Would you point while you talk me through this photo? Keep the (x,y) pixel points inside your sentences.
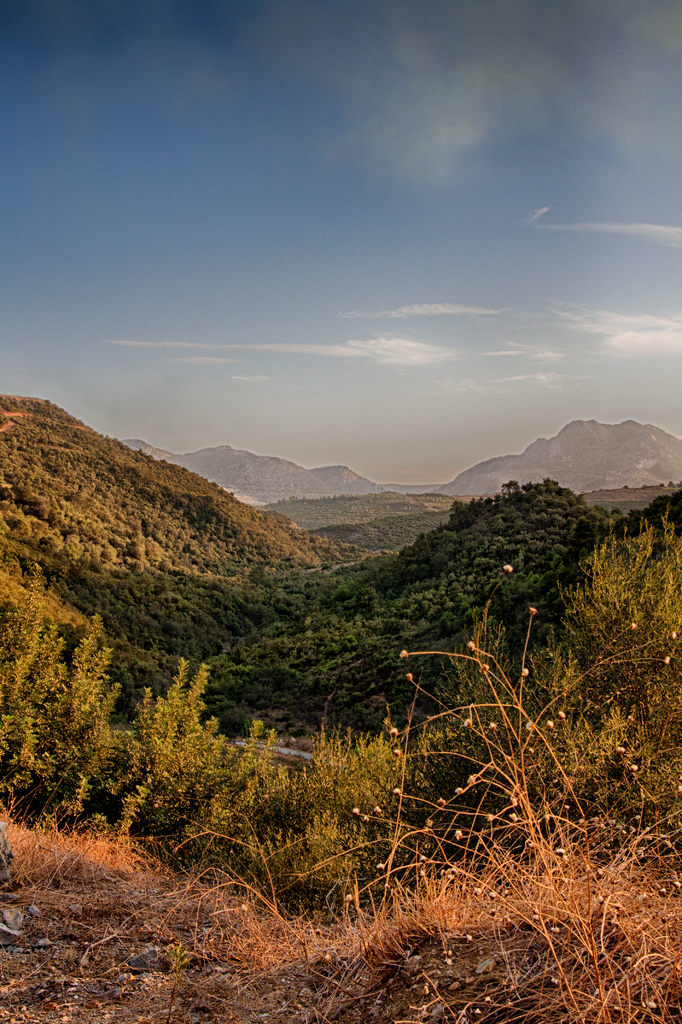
In this image I can see the dried grass (385,947), plants (340,903) and many trees (26,490). In the background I can see the mountains (330,471), clouds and the sky (240,225).
